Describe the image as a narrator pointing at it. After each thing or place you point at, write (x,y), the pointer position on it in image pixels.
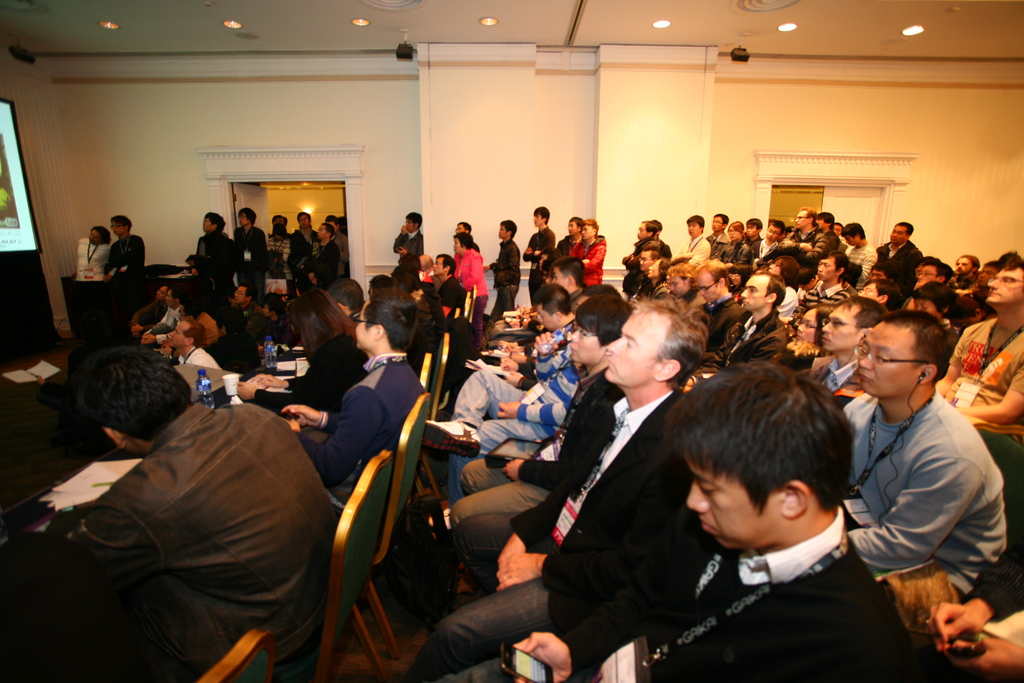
This image is taken indoors. In the background (275,140) there is a wall (544,154) and there are two doors (259,208). There are two pillars (530,158). At the top of the image (375,9) there is a ceiling (388,20) with a few lights (916,29). There are two CC cams (744,52). On the left side of the image (23,234) there is a screen (27,208). In the middle of the image (382,340) many people (296,394) are sitting on the chairs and they are holding devices (532,656), books (497,377) and pens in their hands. There are a few tables (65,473) with a few things (231,380) on them. A few people (217,296) are standing on the floor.
